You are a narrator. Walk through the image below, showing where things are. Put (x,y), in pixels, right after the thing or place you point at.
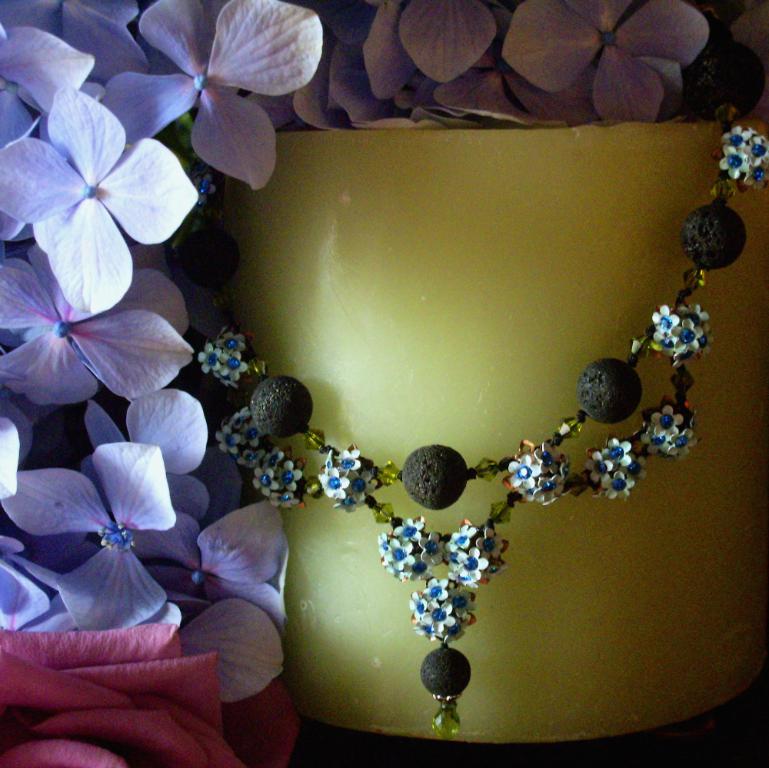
In the image we can see some flowers (601,27) and ornament (727,266).
